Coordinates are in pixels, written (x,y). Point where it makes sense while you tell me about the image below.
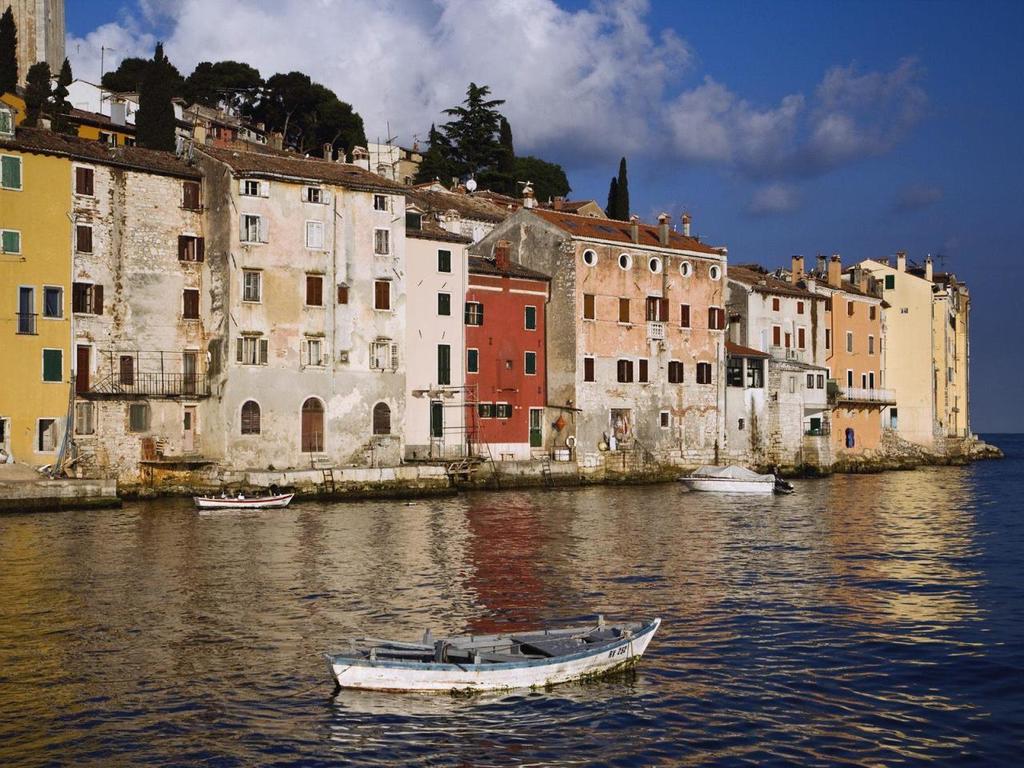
In the center of the image (581,368) we can see the buildings (332,338), balcony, windows (377,235), doors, trees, poles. At the bottom of the image (687,535) we can see the boats (560,635) are present on the water (570,608). At the top of the image (568,47) we can see the clouds (602,106) are present in the sky (491,89).
